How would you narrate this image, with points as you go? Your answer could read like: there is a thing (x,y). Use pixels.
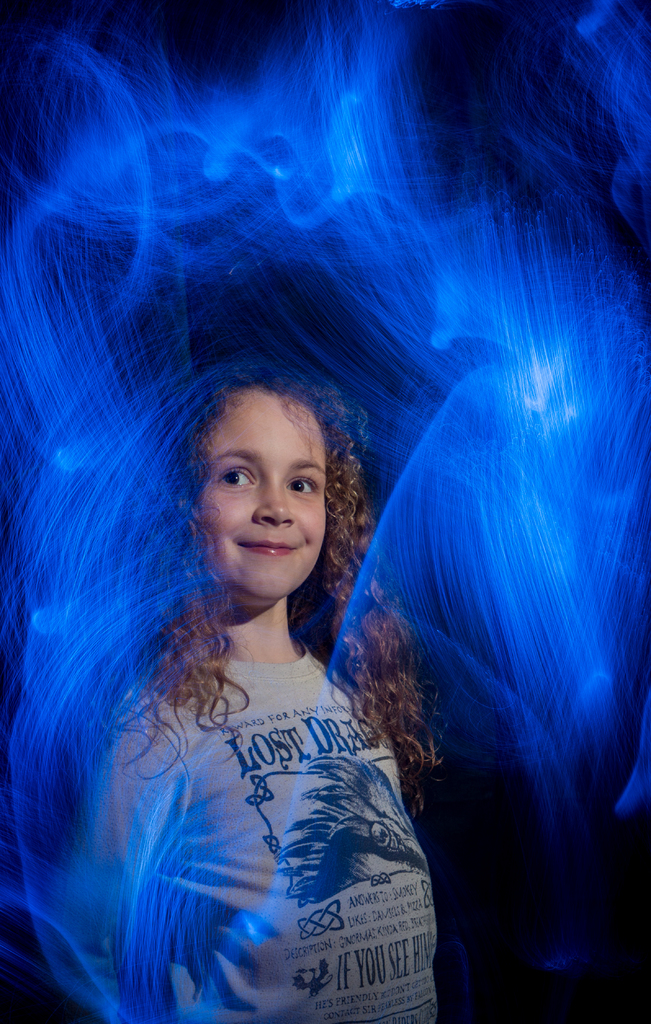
In this image we can see a girl (307,626) smiling and there is some text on the t-shirt (379,874) and we can see blue color light (358,235).
